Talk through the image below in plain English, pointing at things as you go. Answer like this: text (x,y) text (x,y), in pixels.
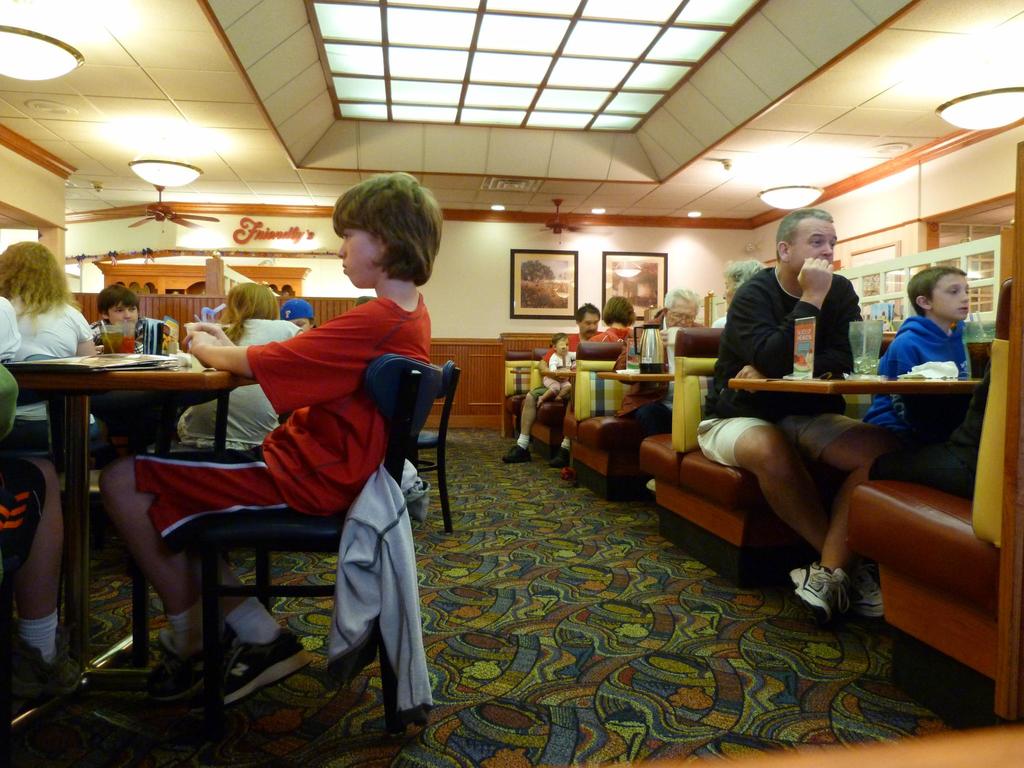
The picture is clicked inside a restaurant (668,443) where people (785,351) are seated at tables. In the background (636,278) we observe few photo frames (526,278), LED lights (177,180) are attached to the roof (760,189). There is also a glass window (587,95) to the roof (838,115).
